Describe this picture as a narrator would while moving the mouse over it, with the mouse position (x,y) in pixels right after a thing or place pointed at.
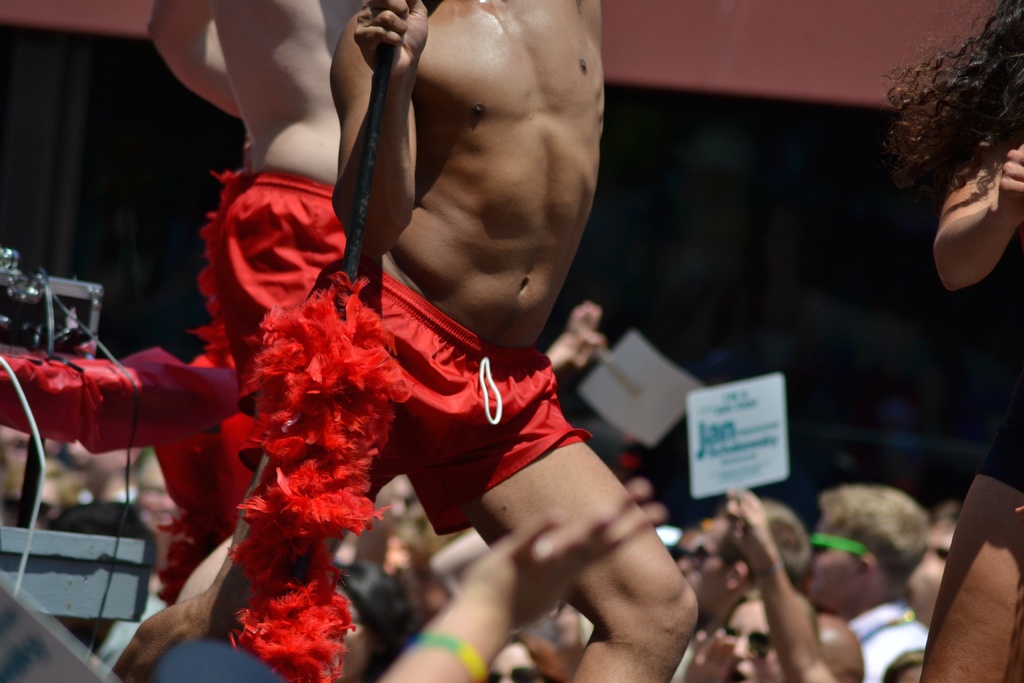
This image consists of two men (408,231) dancing and wearing red shorts (253,268). And there is music setup (40,341) on the table (36,463). At the bottom (376,621), there is a crowd (5,456).
